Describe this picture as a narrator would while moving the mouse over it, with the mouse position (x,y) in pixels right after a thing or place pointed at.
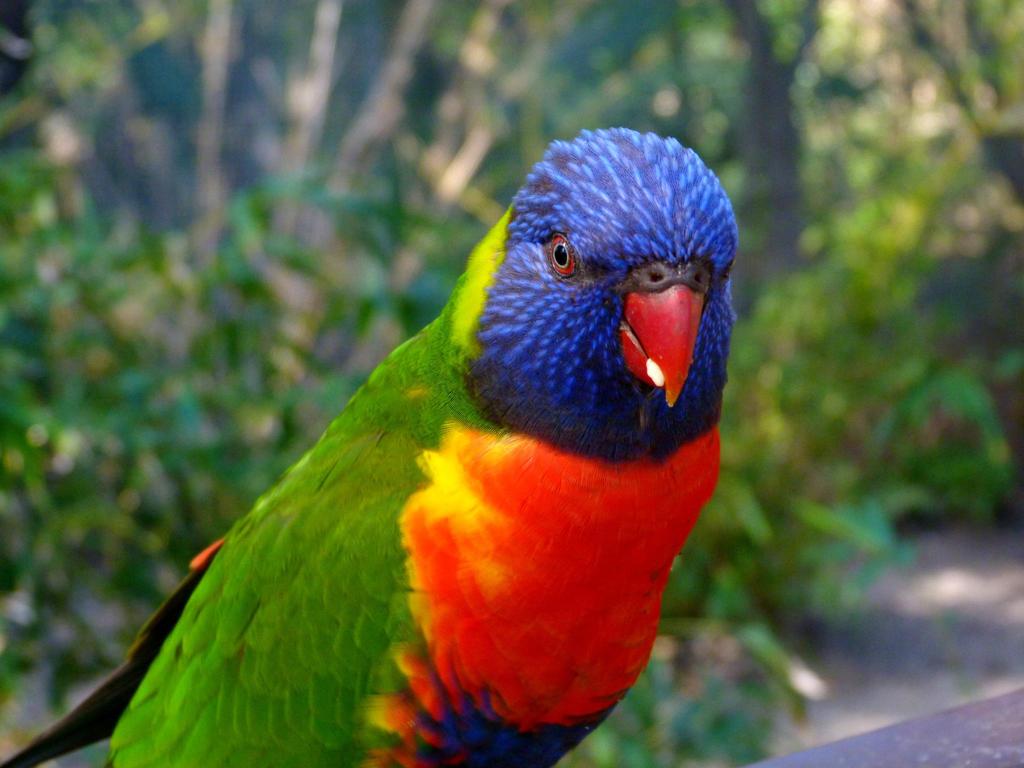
In this image there is a parrot (407,379), in the background (272,164) it is blurred.
